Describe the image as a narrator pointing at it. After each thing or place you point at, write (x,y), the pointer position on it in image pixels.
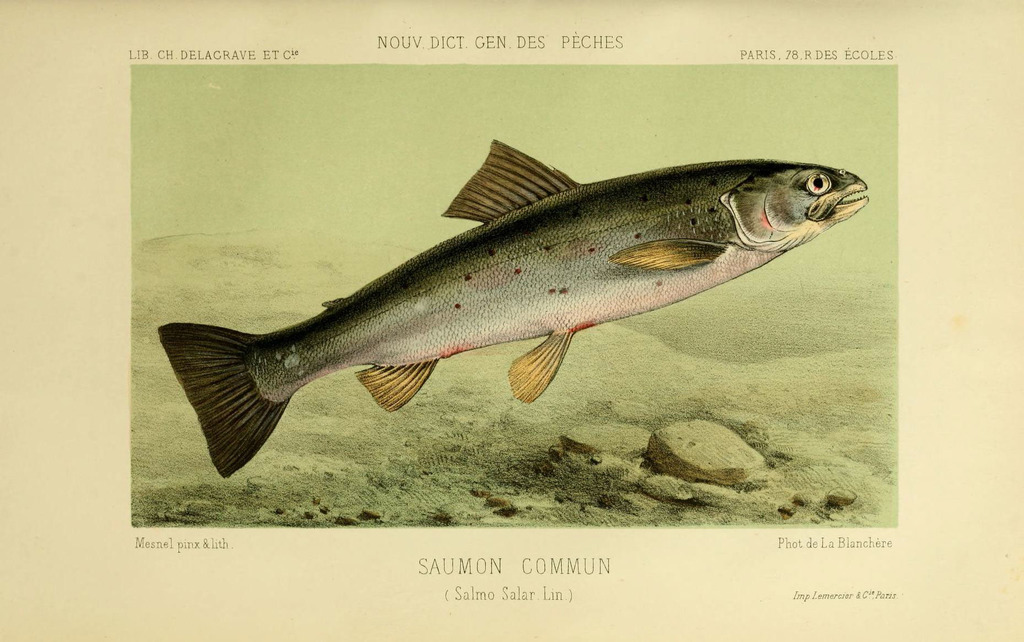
In this image I can see a fish (532,359) in gray color and I can also see few stones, and I can see something written on the image.
